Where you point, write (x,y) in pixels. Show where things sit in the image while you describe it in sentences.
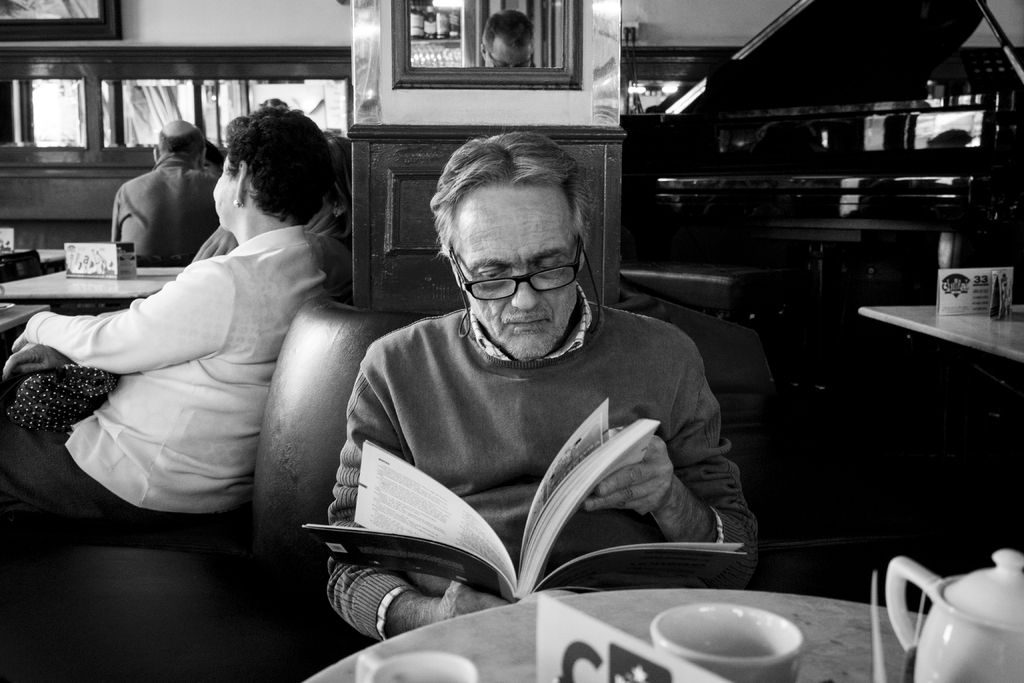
In this image we can see people (623,415) sitting. The man (629,472) sitting in the center (628,430) is holding a book (485,537). There are tables (1013,348) and we can see a teapot (954,641), mugs (725,665) and boards (104,258) placed on the table (843,621). In the background (458,121) there is a wall (451,97) and we can see frames (486,62) placed on the wall (469,100).
